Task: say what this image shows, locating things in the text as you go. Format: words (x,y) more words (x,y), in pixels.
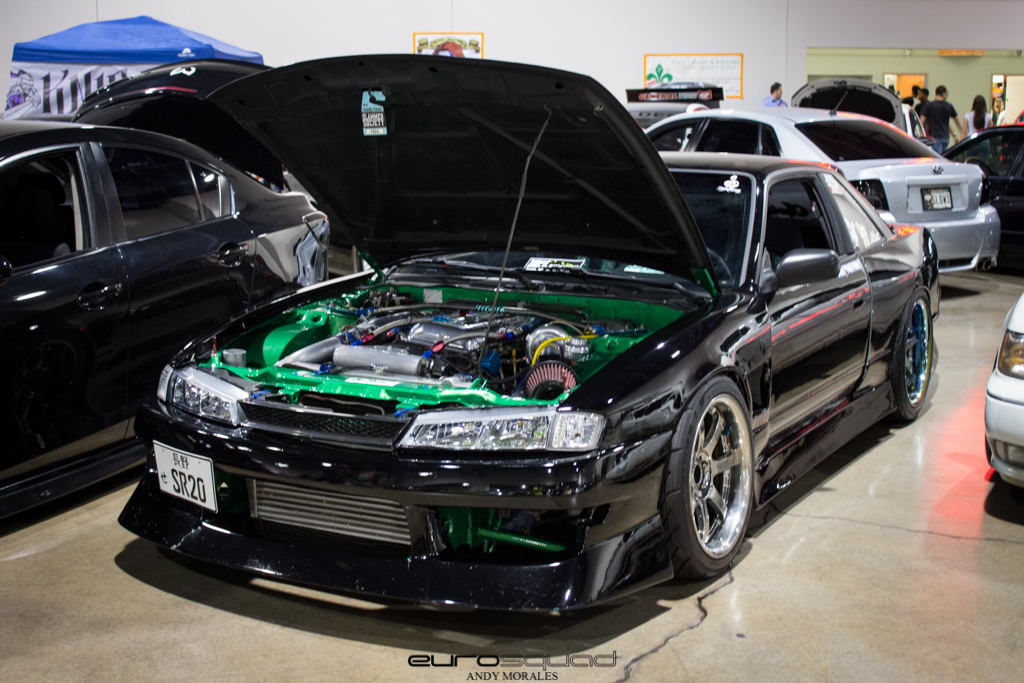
In this image we can see many cars (684,319). There are few posters (671,70) on the wall (233,41). There are few people (939,106) at the right side of the image (927,112). There is a tent (147,43) at the left side of the image (135,32).
